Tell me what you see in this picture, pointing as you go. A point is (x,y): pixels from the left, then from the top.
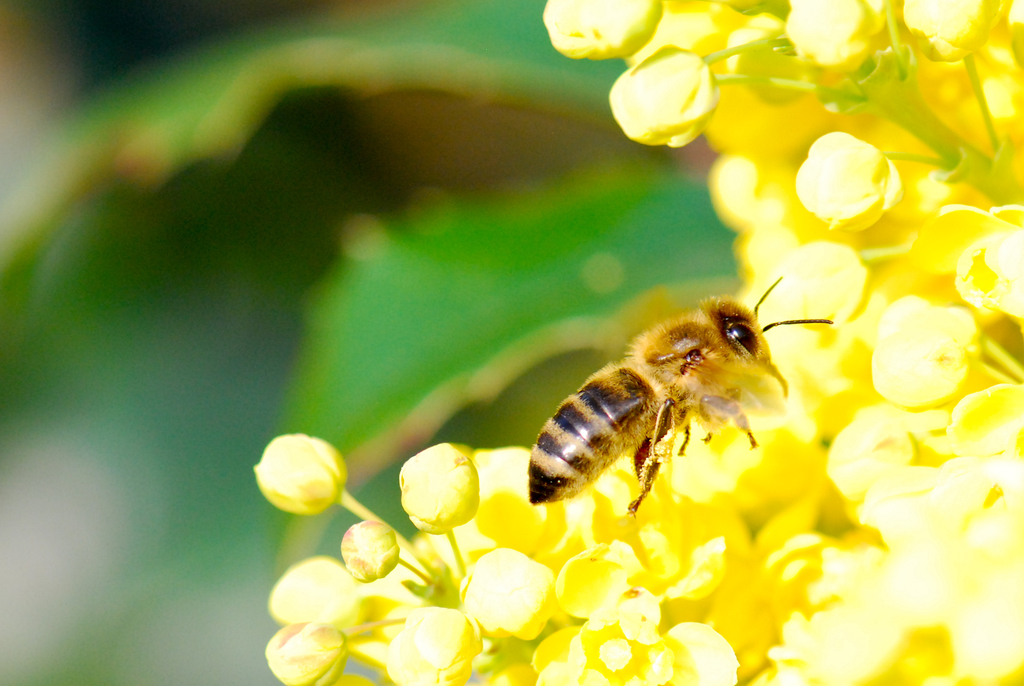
In this image we can see a honey bee (571,415) on yellow flowers (899,333). In the background (126,178) it is blur.
